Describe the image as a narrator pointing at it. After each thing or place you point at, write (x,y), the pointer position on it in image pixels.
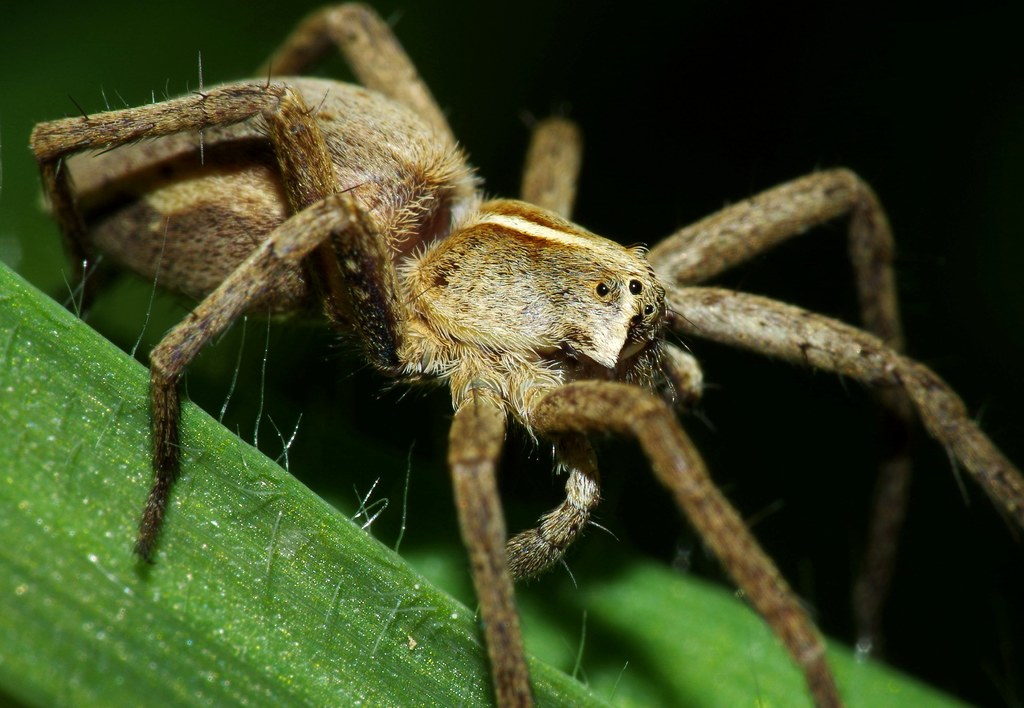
In the picture I can see a spider (428,308) on a green color object (387,547).
